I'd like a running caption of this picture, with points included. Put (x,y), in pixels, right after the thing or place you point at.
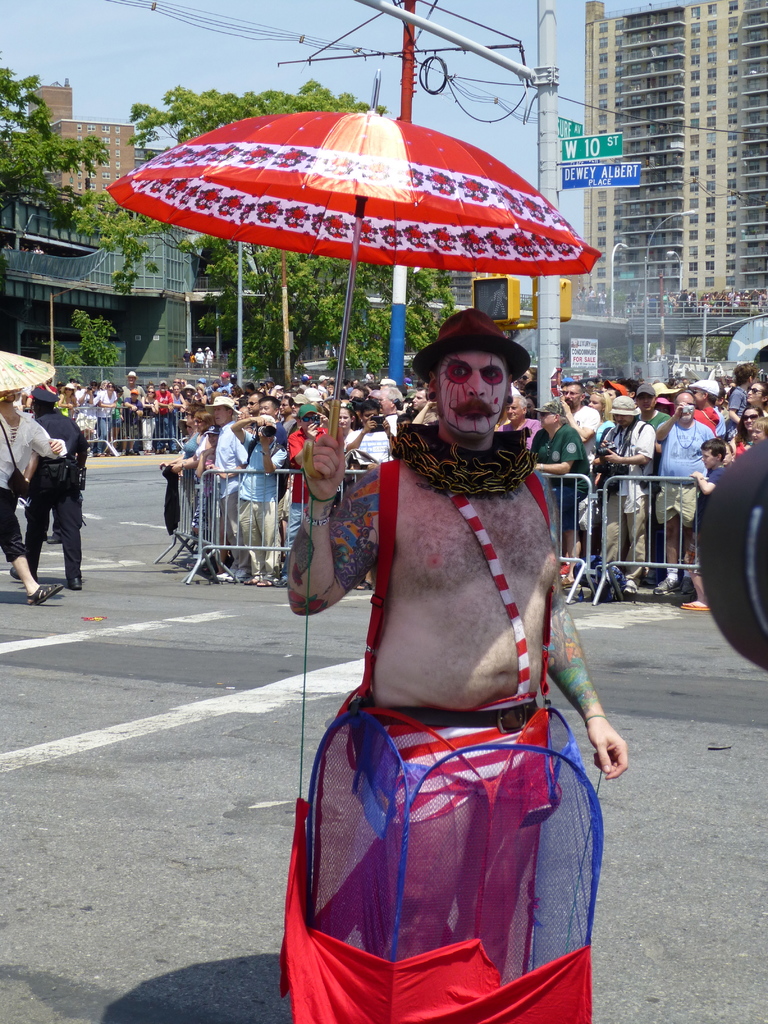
In this picture we can see a man (412,704) and a laundry basket (319,841) and he is holding an umbrella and in the background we can see a group of people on the road (274,873) and we can see a fence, buildings (743,158), boards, poles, trees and the sky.
